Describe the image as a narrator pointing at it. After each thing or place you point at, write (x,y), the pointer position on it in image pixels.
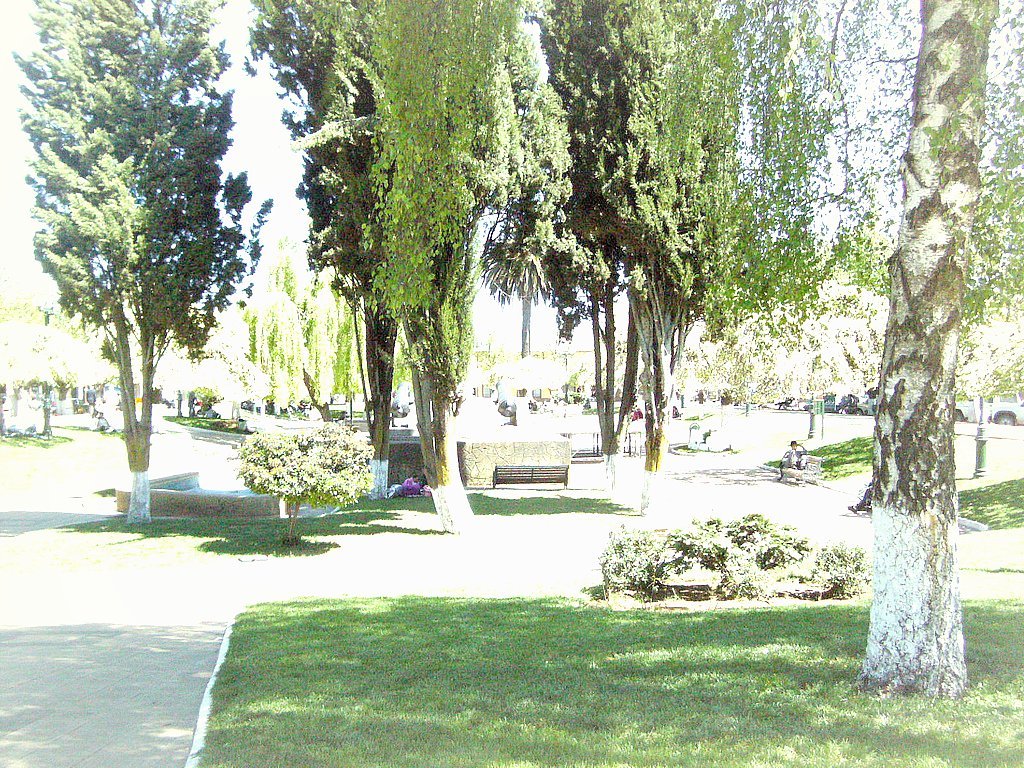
In this image we can see some trees (146,18), grass (319,635), vehicles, people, bench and the wall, also we can see the sky (256,121).
